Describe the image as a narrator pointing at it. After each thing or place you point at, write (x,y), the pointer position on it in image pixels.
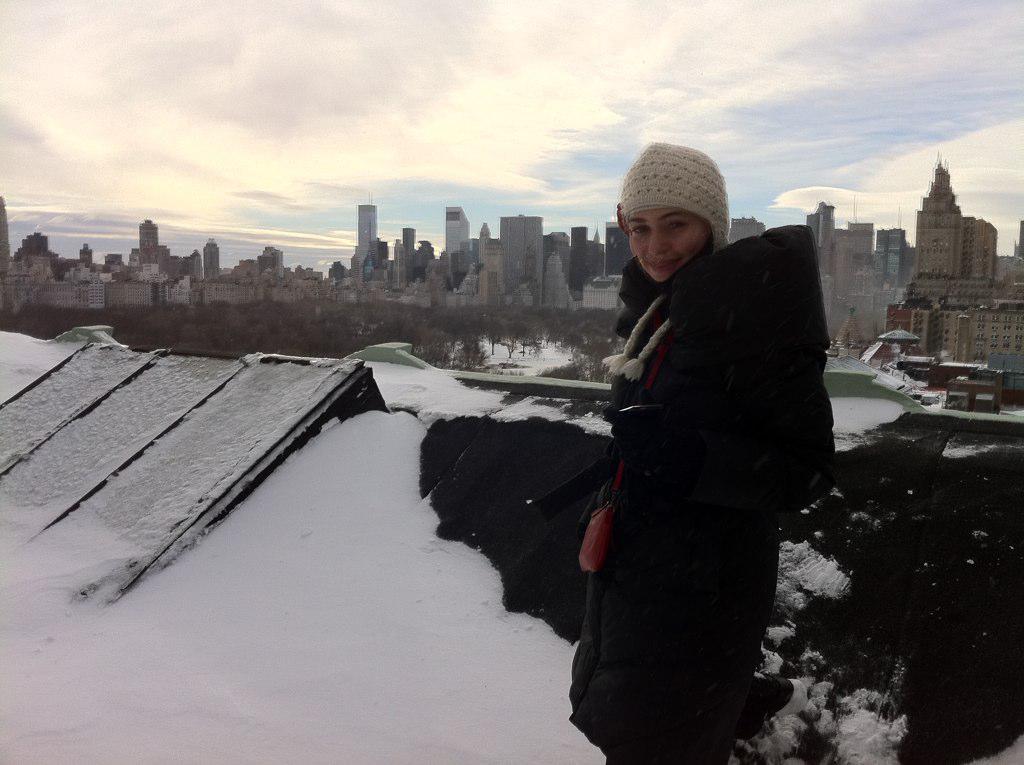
In this image there is a woman (684,512) standing. There is snow (278,431) on the ground (470,478). In the background (453,286) there are buildings (959,260) and trees (374,324). At the top (404,87) there is the sky (413,91).
